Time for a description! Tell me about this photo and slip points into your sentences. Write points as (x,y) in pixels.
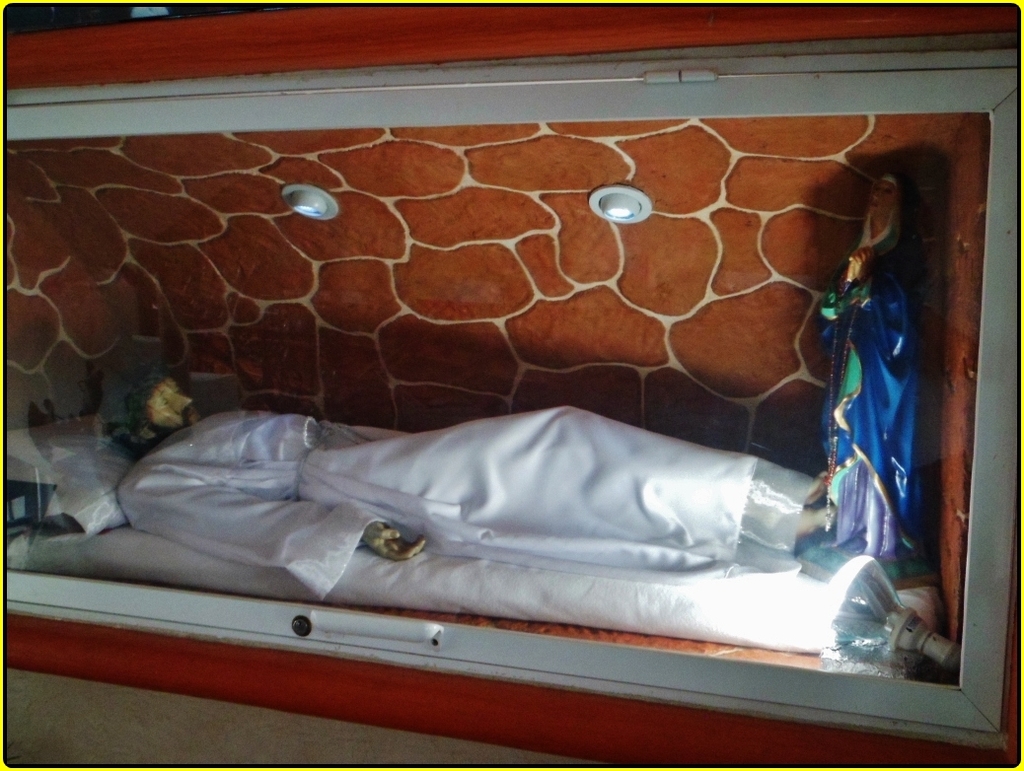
In the middle of this image (560,469), there is a statue (744,504) of a person (395,433) in white color dress (658,523), lying on a white color bed (769,552) which is having a pillow (106,468). On the right side (876,489), there is a statue (910,200) of a woman (865,278) who is in standing position. These two statues (836,471) are covered with a glass (83,427). In the background (636,211), there are two lights (634,195) attached to the wall (642,223).
